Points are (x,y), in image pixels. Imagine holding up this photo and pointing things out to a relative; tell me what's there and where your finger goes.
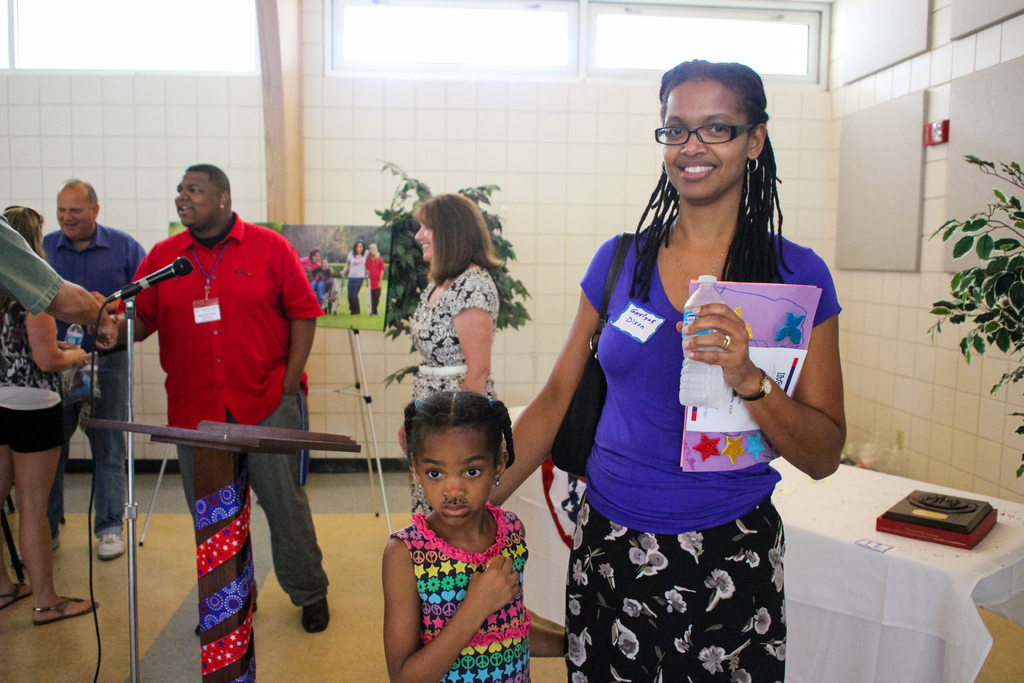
In this picture we can see some people (282,302) are standing on the path (76,544) and a woman (595,560) is holding a bottle (691,371). On the right side (804,513) of the people (73,266) there is a table (802,501) covered with a cloth (832,569) and on the table (796,527) there is an object (928,533). Behind the people (701,355) there is a board (346,283) on the stand (363,375), houseplants (413,187) and a wall (515,136) with windows (561,63).
